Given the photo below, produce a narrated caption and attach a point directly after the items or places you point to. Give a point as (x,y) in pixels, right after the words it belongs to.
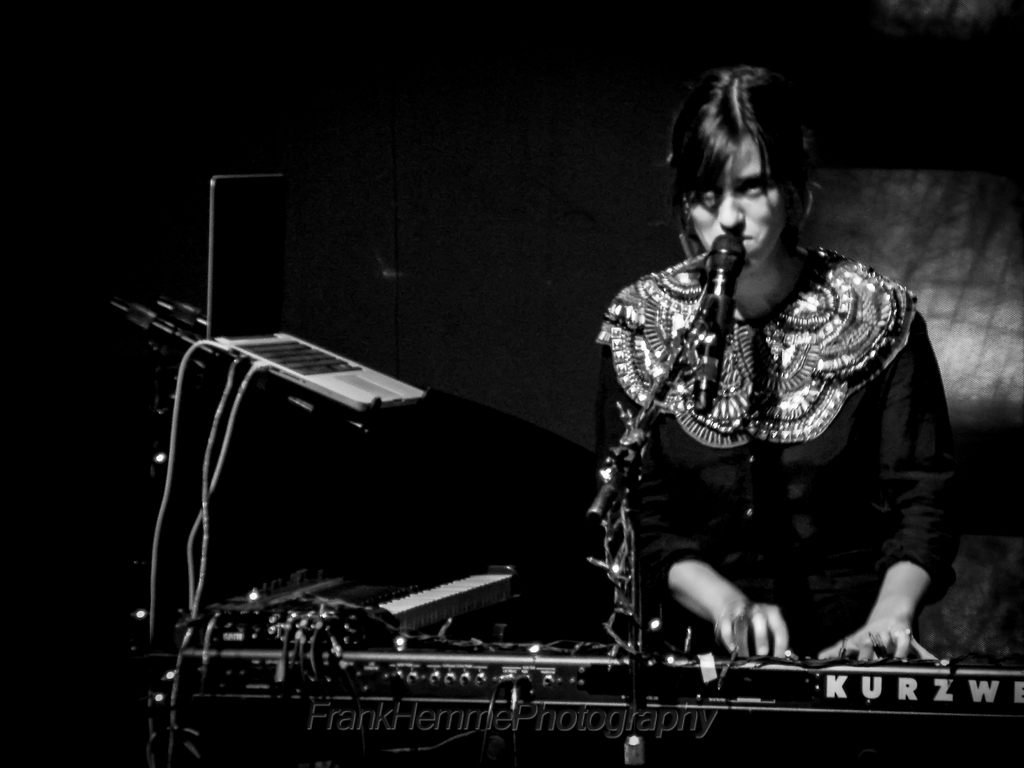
This is a black and white image. There is a keyboard (354,619) at the bottom (440,666). There is a woman (849,356) standing on the right (743,497). She is playing the keyboard (381,680). There is a mic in front of her. She is singing something.
